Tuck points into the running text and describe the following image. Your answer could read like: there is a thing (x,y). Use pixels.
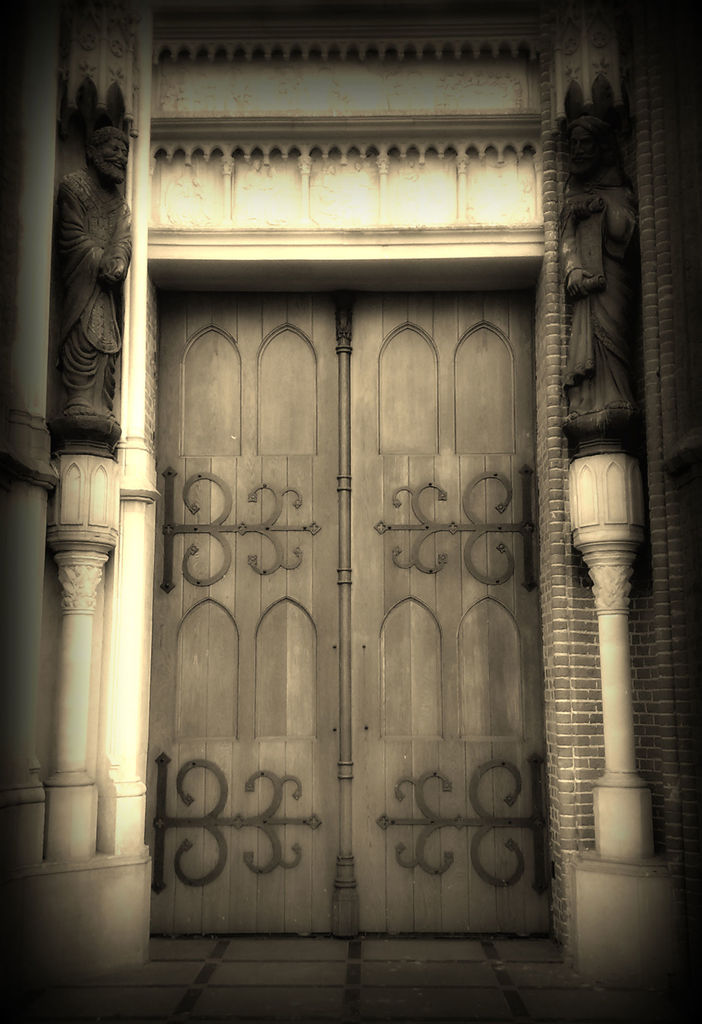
These are sculptures (580,289) of persons (619,289), these are doors (355,586).
